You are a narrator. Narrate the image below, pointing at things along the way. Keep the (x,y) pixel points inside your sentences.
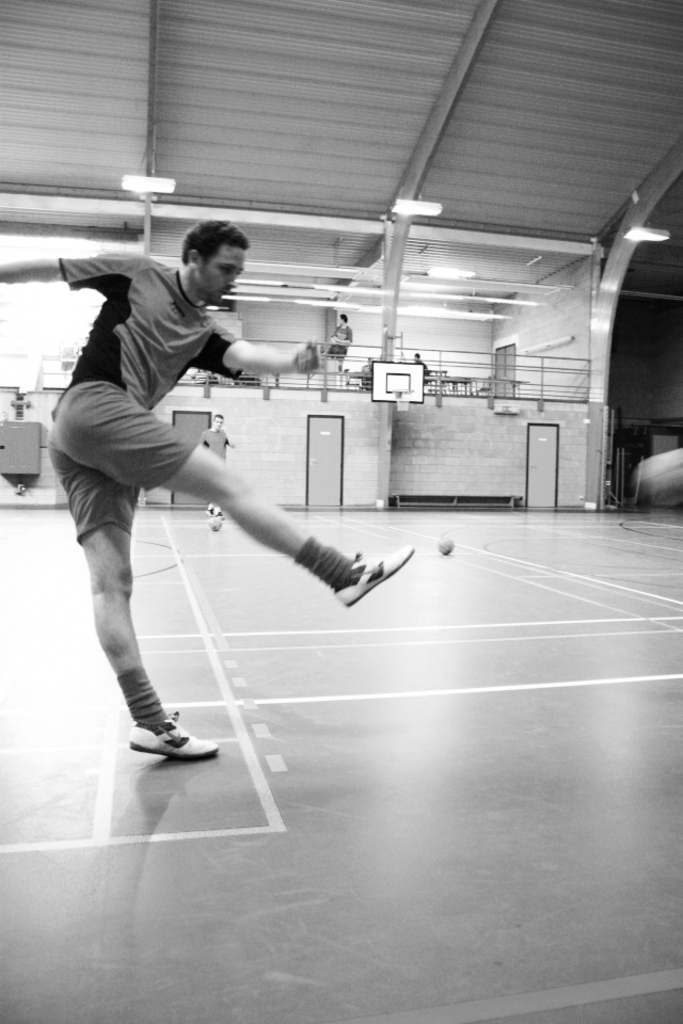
In this picture there is a man (114,472) who is wearing t-shirt (103,333), short (84,525) and shoes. He is standing on the basketball court (403,855). In the back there is a man (219,458) who is standing near to the basketball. In the background (609,604) I can see the basketball court (631,855), net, doors (329,442), walls (288,437) and other objects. On the top (419,150) I can see the shed (520,62). On the right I can see some lights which are placed on this steel pillar (627,242).
